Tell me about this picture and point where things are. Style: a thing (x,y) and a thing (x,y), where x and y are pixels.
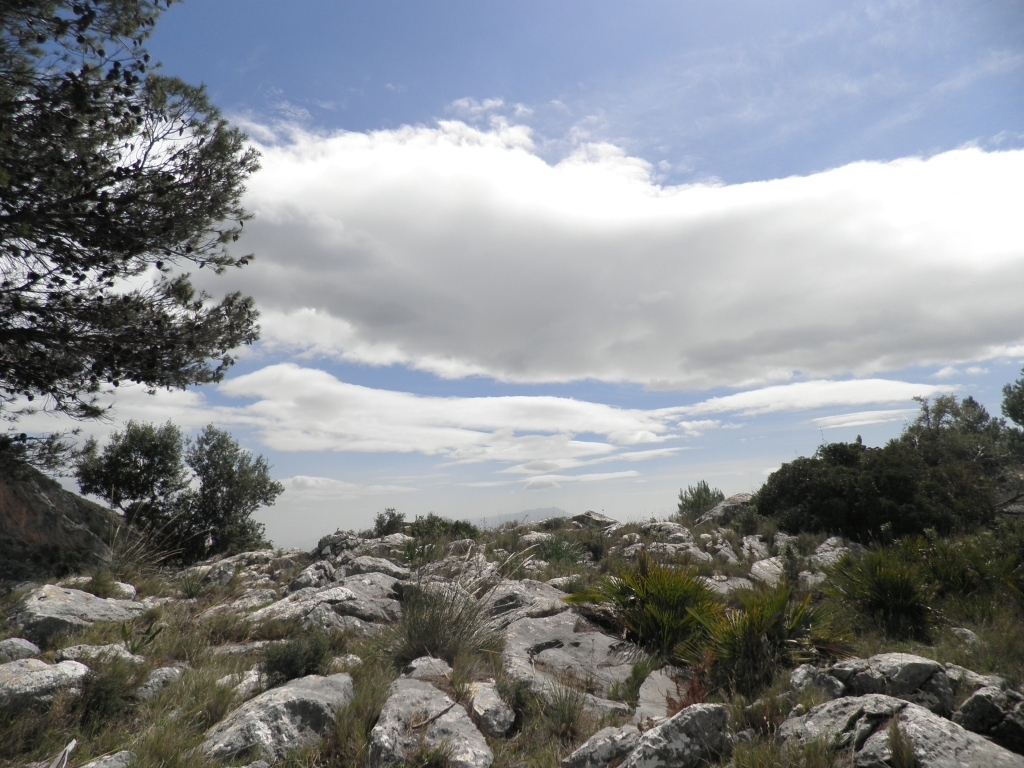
In the picture I can see few rocks (566,653) and there are few plants (661,615) beside it and there are trees (943,447) on either sides of it and the sky (851,413) is a bit cloudy.
